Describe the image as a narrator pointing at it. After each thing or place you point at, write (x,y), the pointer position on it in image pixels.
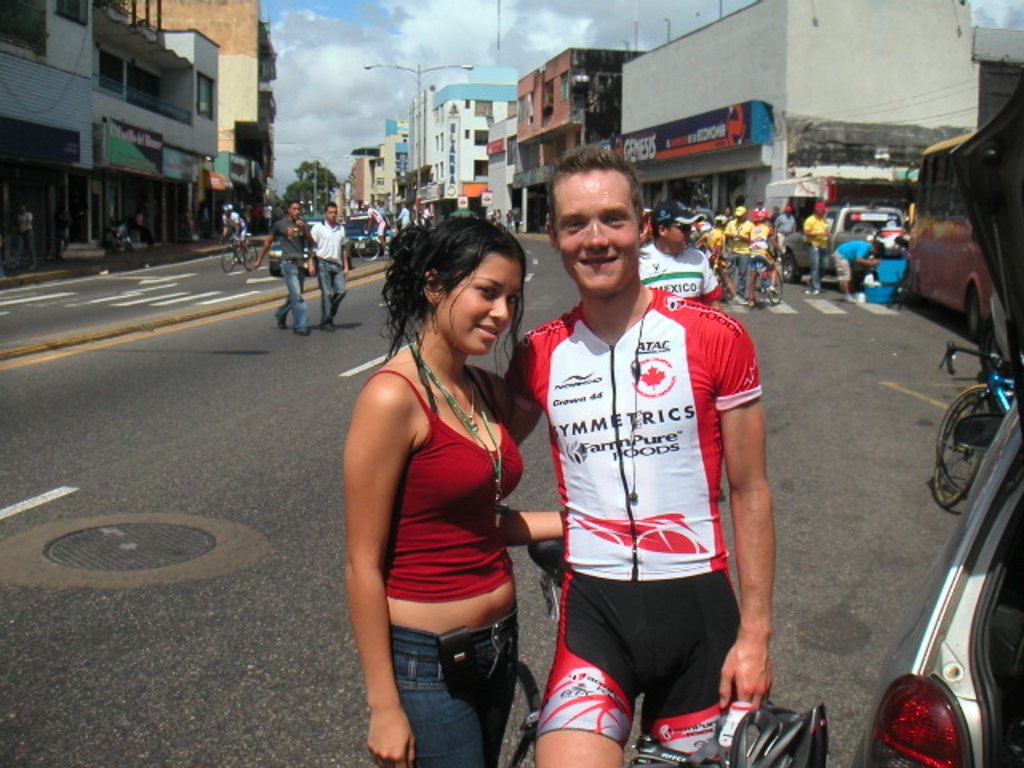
There is a woman (481,454) and man (629,614) standing together. Behind them there are buildings (358,188), few people (381,213) riding vehicle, street lights (418,117), clouds (428,84), trees (311,180), vehicles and sky (338,15).
